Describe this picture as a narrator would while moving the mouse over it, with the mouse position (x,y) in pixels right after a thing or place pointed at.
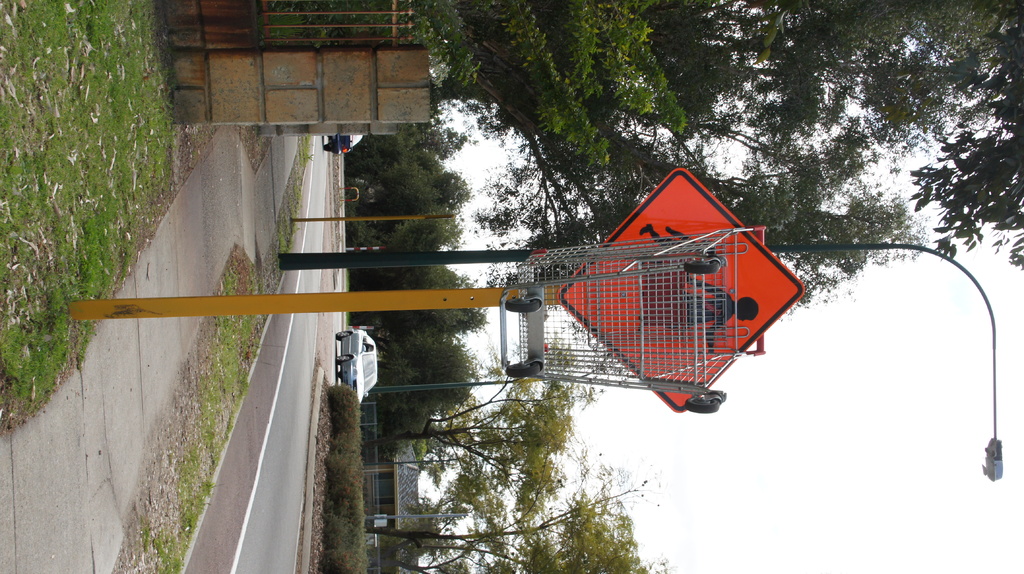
In this image we can see light (992,396), trees (772,227), vehicles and other objects (392,219). At the bottom of the image (102,527) there is the road (205,556) and a walkway (52,483). At the top of the image (496,77) there are some trees (525,44), the sky (987,412) and other objects (180,80). On the right side (986,357) bottom of the image (822,387) there is the sky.
